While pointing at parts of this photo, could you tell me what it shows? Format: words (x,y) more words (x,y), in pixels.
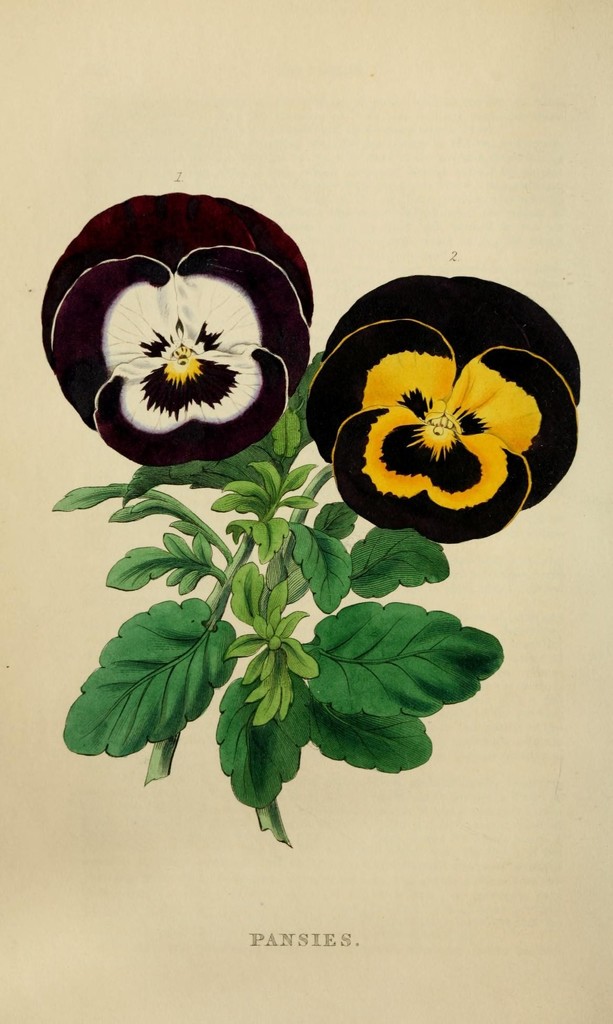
In this image, we can see a poster (259,386) with some images (267,761) and text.
